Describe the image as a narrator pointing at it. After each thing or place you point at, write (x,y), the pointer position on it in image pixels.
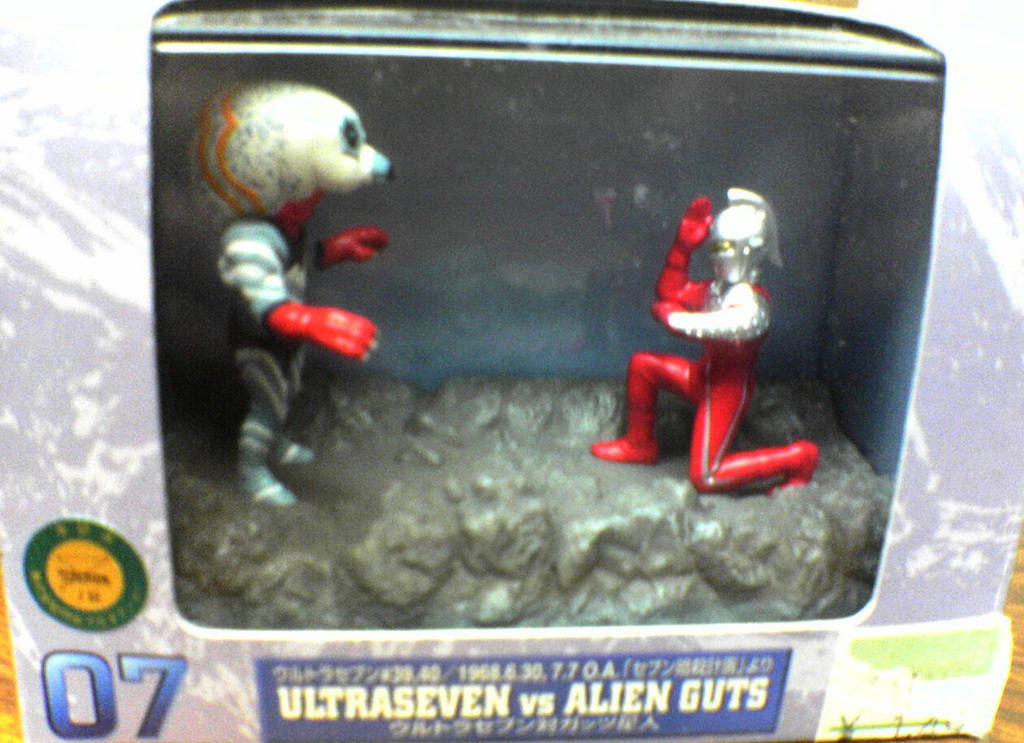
This image consists of dolls (725,430) kept in a box (479,650). At the bottom (467,699), there is text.
